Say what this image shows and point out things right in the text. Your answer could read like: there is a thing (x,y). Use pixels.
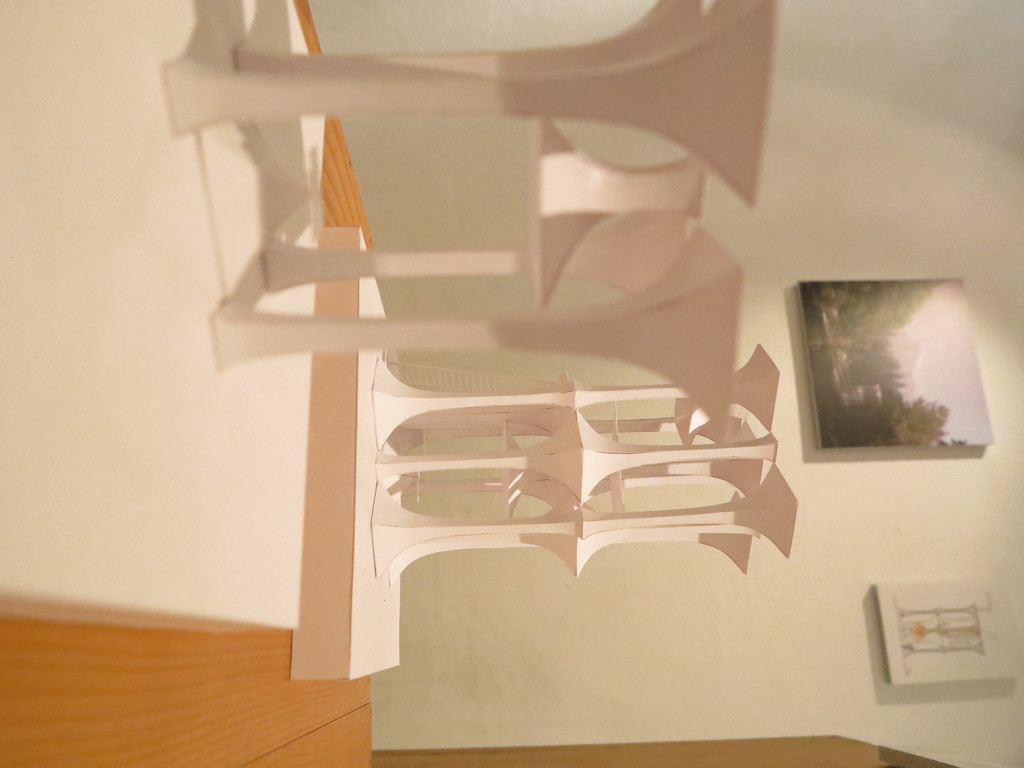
In this image we can see some objects (346,618) on the wooden table (158,726), also we can see photo frames (856,416) on the wall (801,556).
